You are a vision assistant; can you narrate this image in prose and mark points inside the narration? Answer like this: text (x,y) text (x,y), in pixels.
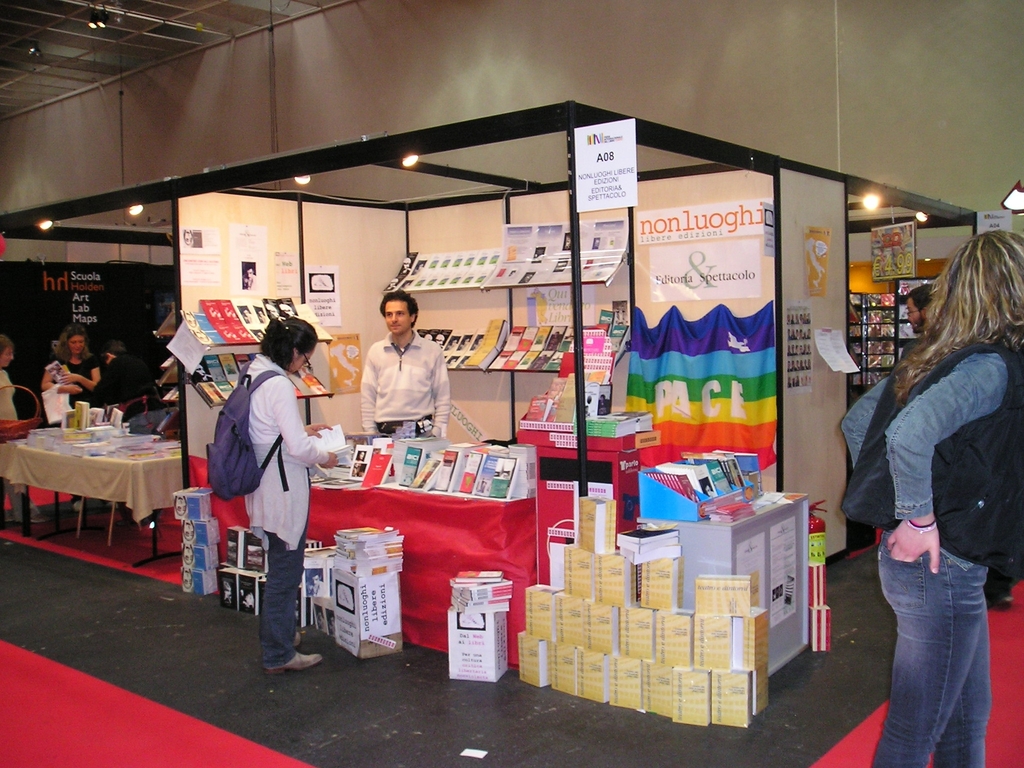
In this image, we can see few stalls (848,189), banners (685,343), posters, few objects (490,588) and lights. In the middle of the image (424,367), we can see few people (979,408) are standing. Few are holding some objects (322,453). Here a woman (260,440) is wearing a backpack (235,444). In the background (439,89) we can see a wall (575,73).
